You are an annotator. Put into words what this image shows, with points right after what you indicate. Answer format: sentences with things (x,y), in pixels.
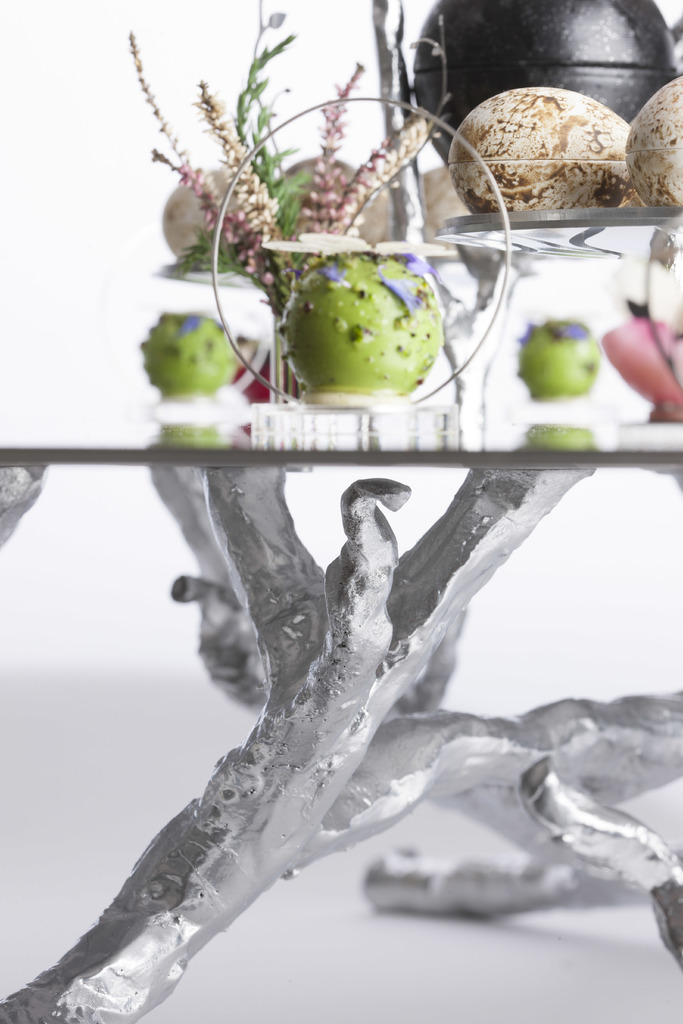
This is an image. At the bottom (399,807) the image is silver and white and we can see a stand (317,749). At the top of the image (284,190) we can see a plant (340,204) and some other objects (406,264).
